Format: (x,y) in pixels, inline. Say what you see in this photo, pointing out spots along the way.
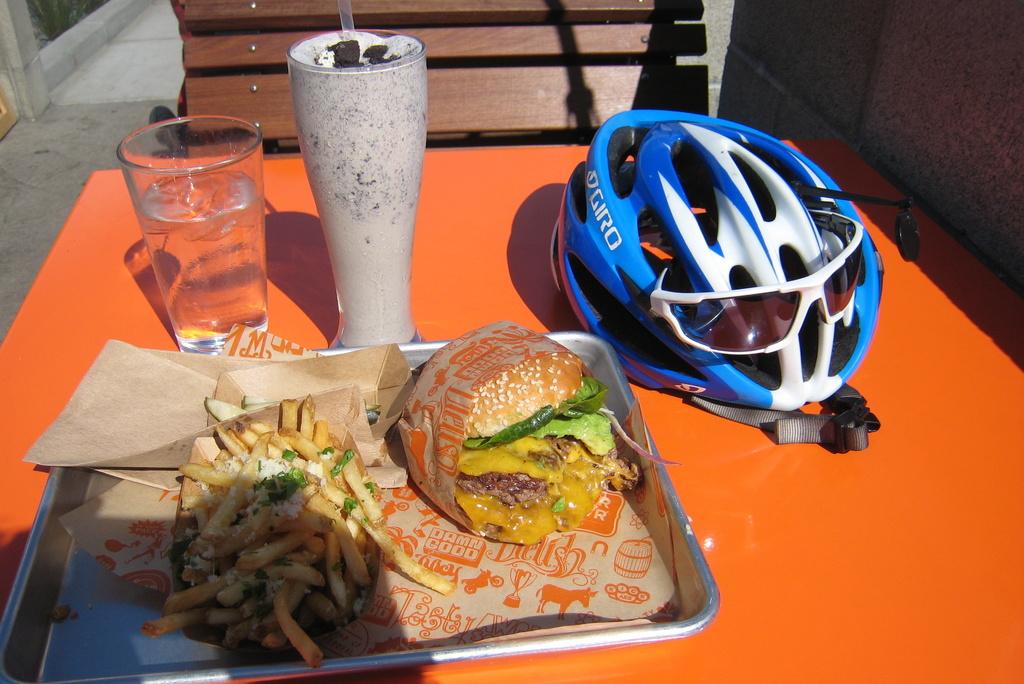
In the center of the image (681,442) there is a table (684,411) on which there is a helmet (680,380). There is a burger (482,522) and french fries (224,528) in plate (62,659). There is a glass (167,143) with water (217,280) and there is another glass (347,138) with some milkshake (329,185) in it. In the background of the image (207,79) there is a chair (204,58).
